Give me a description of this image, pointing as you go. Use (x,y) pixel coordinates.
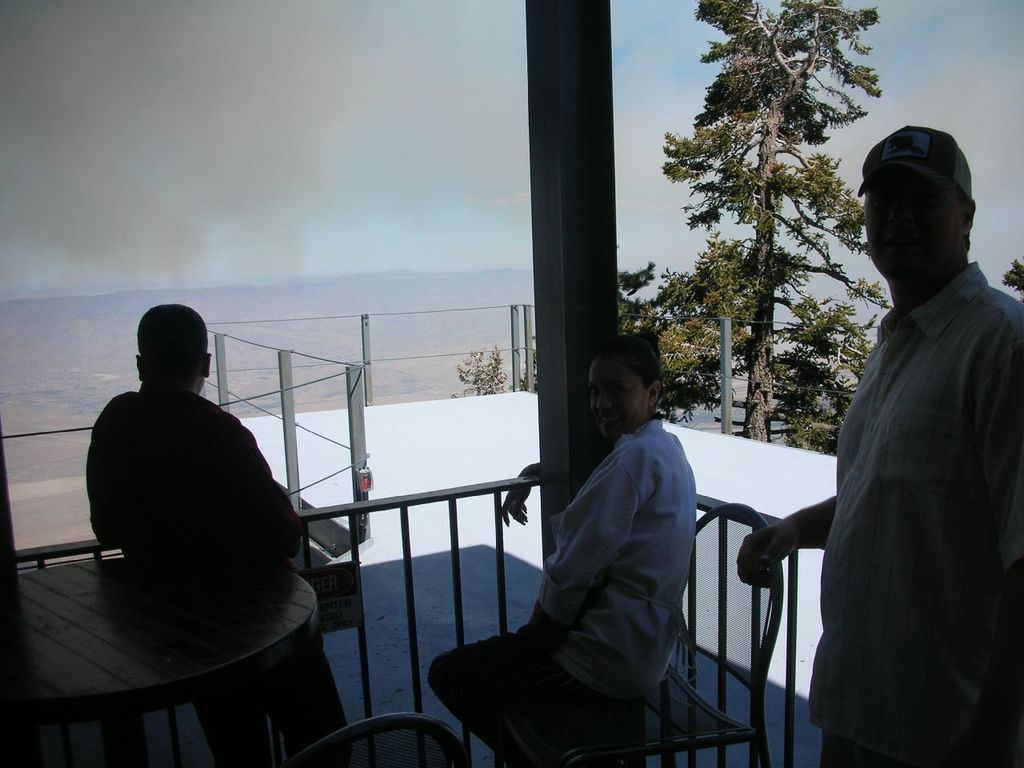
In this image I can see three people (256,727) where one of them is sitting on a chair (629,721) and rest are standing. I can also see a table (184,682) and one more chair (393,714). In the background (841,239) I can see a tree (766,278).
